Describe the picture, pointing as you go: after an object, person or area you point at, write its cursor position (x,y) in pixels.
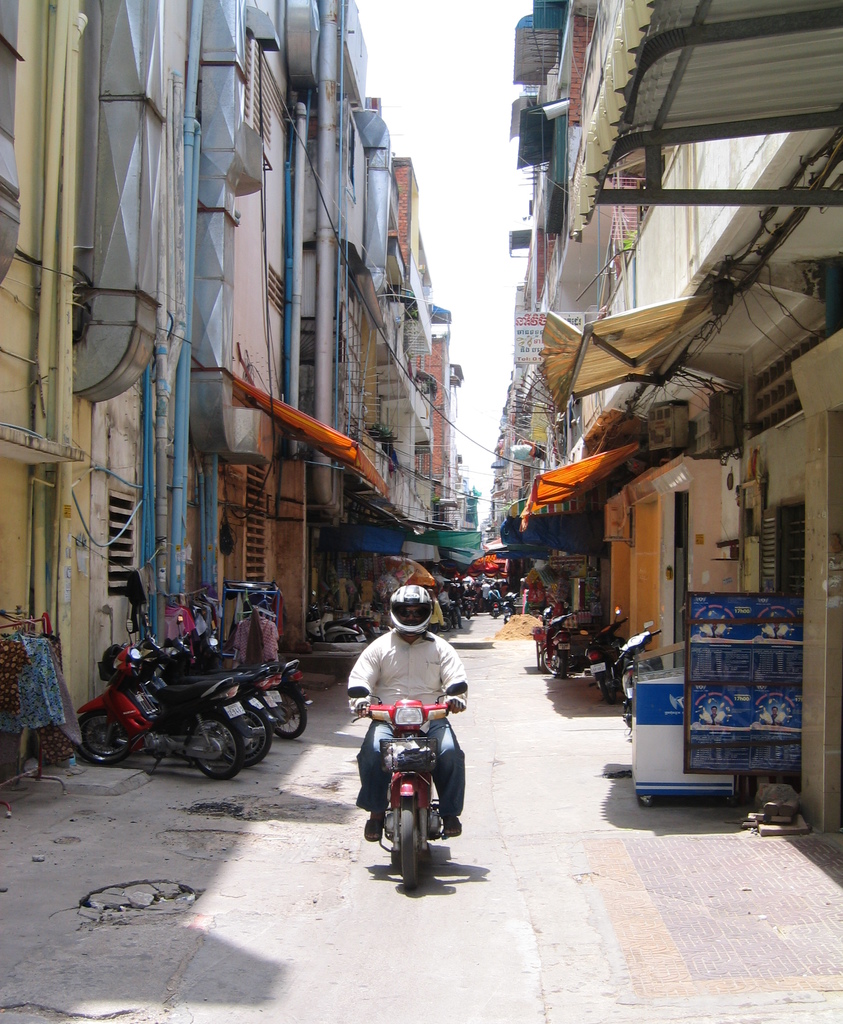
There is a small road (339,804). On that a person (457,707) wearing helmet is riding a motor cycle (408,802). On the right side (719,416) there are buildings (643,402) with shades (615,315). On the side there are vehicles (565,645). On the left side (121,438) also there are many buildings (267,340) with pipes (148,417), windows (253,471) and shades (309,440). Also there are vehicles (232,677), dresses (176,632) hanged on hangers (46,615). In the background (496,256) there is sky (478,274).
